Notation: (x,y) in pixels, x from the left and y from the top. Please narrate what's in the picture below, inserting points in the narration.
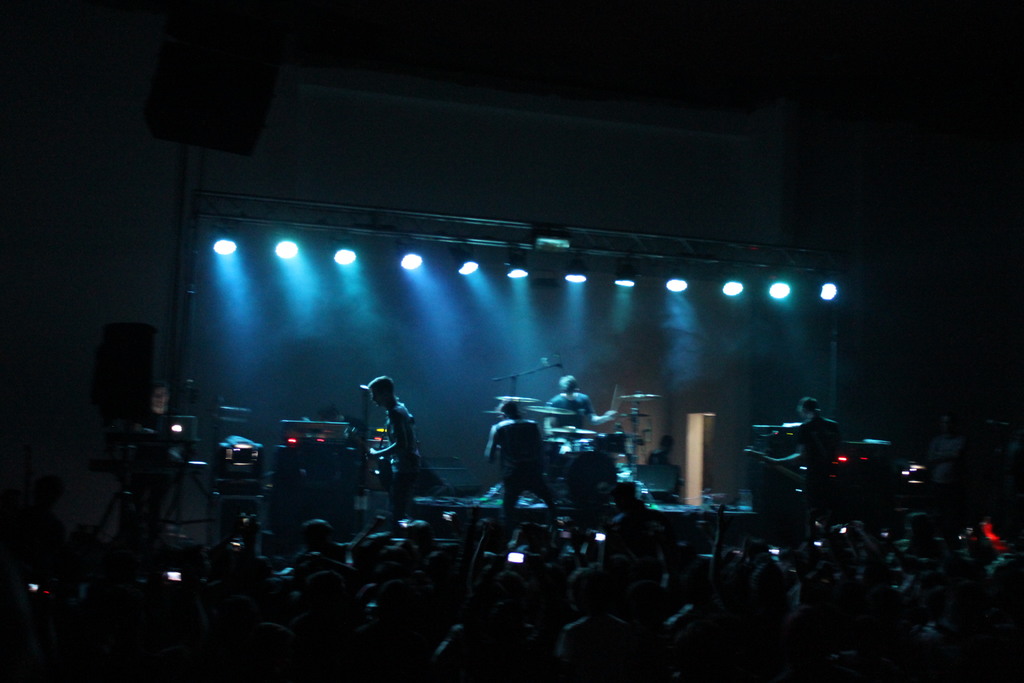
In this picture there is a man (524,452) who is standing near to the drums (567,437). Here we can see another man (390,388) who is standing at the electronic equipment (323,430). On the top (338,199) we can see darkness (698,98). Here we can see lights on the stage (487,219). On the bottom (1013,625) we can see audience (663,532) who are watching this play.
